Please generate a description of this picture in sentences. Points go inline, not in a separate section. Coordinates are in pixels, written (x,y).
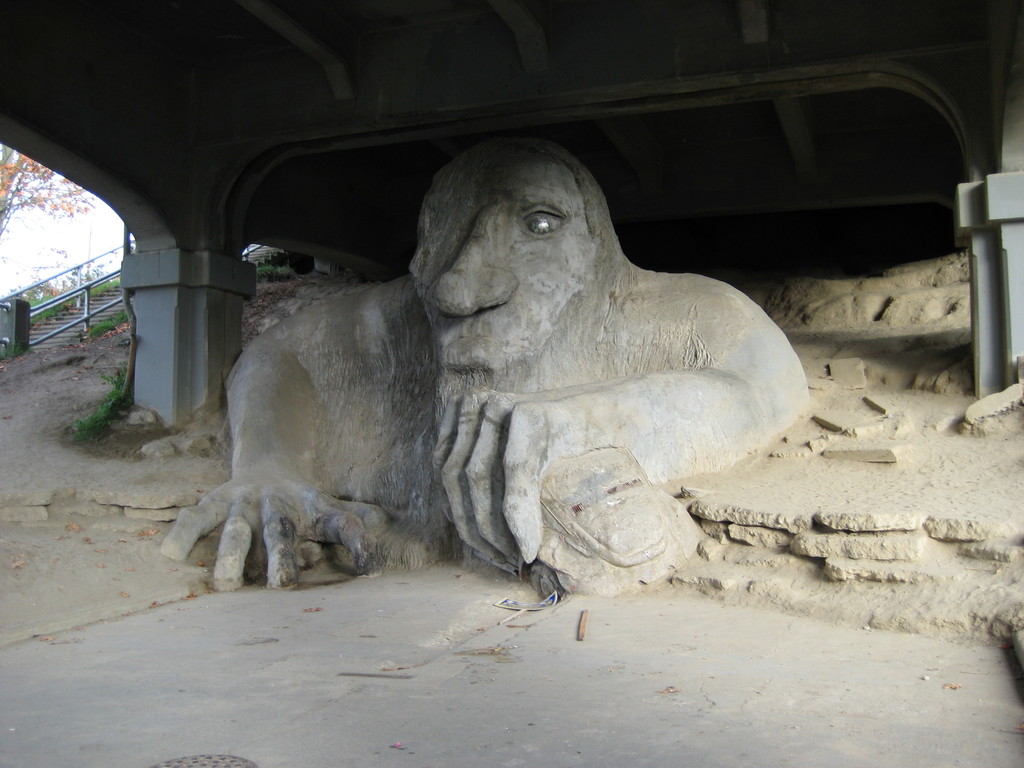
In this image we can see the sculpture (462,390) under the shed (128,281). And there are stairs (58,313) with railing (58,299), trees (15,174) and the sky (63,224).
